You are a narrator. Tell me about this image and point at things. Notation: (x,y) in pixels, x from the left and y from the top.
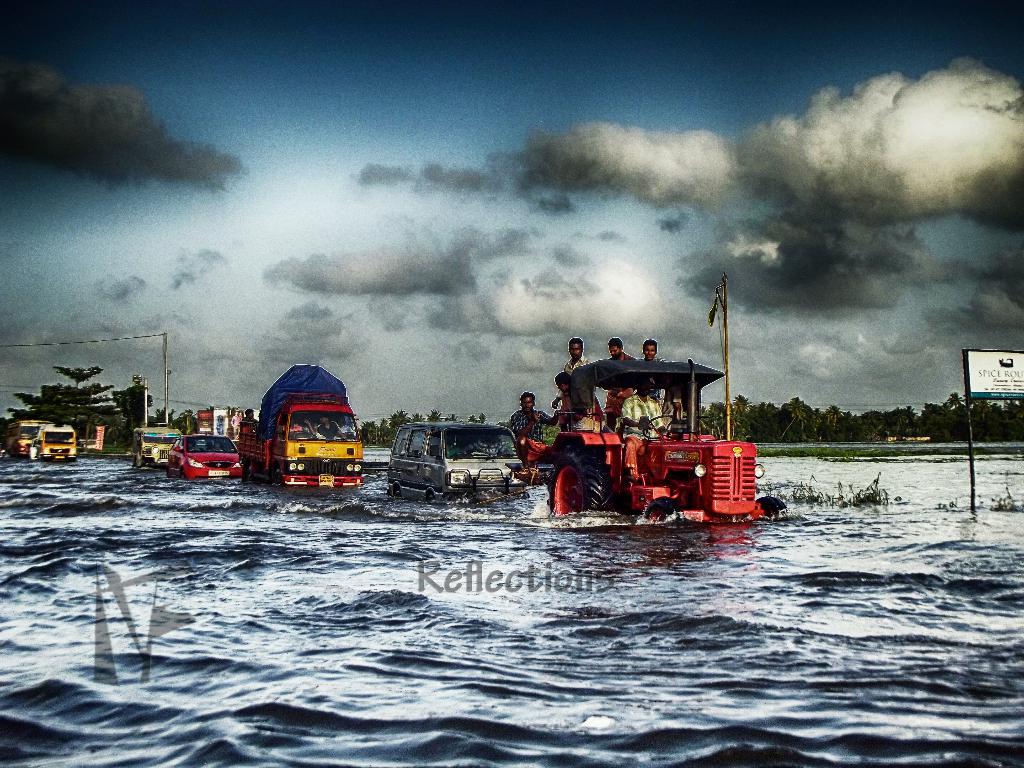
This image looks like an edited photo, in which I can see a text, water (501,645) and a group of people (624,427) in vehicles (562,477). In the background (1003,419), I can see grass (789,451), board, trees (946,435), houses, poles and the sky (596,233).
